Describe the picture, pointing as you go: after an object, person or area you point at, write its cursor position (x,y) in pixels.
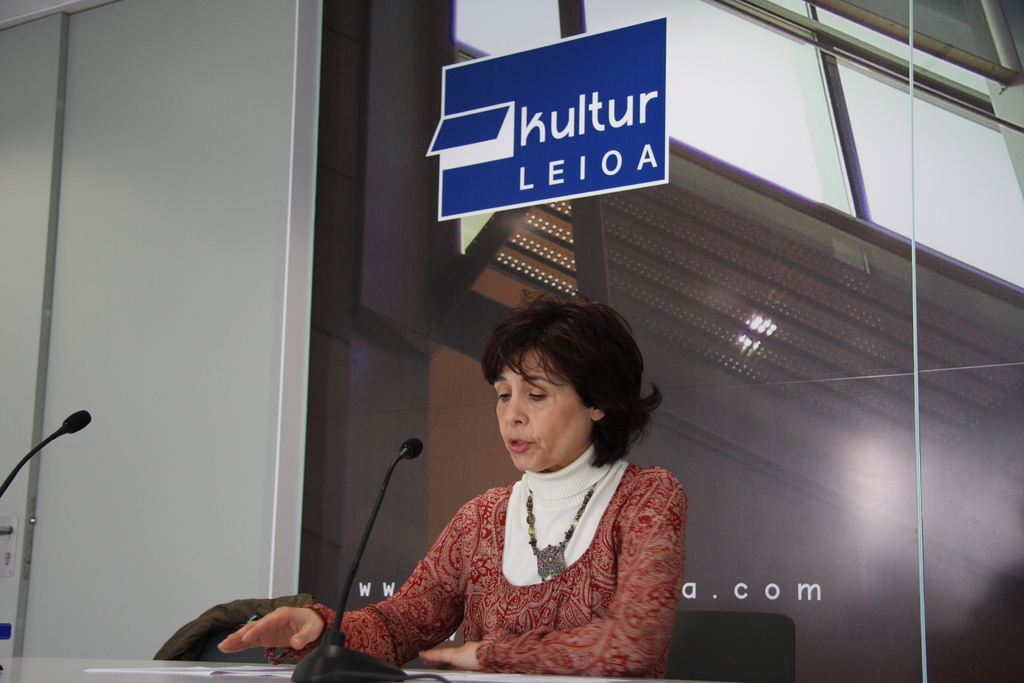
In the picture we can see a woman (587,466) sitting near the desk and talking into the microphone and in the background (834,424), we can see a wall (70,513) with a glass (819,427) which is black in color and some board (585,129) which is blue in color and written on it as KULTUR Leioa.
